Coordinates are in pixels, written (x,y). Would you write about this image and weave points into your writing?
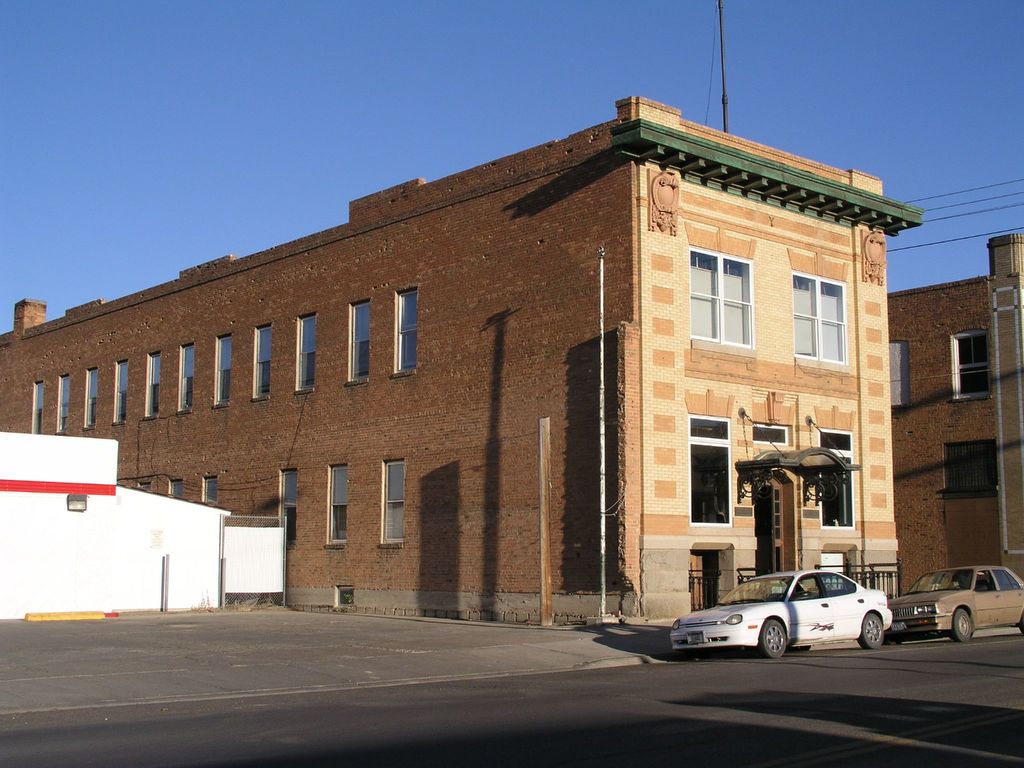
In this image, I can see the buildings (401,408) with the windows (969,382). This looks like a pole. I can see two cars (799,606), which are parked. Here is the sky (577,78). I can see another pole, which is at the top of a building (712,166).
